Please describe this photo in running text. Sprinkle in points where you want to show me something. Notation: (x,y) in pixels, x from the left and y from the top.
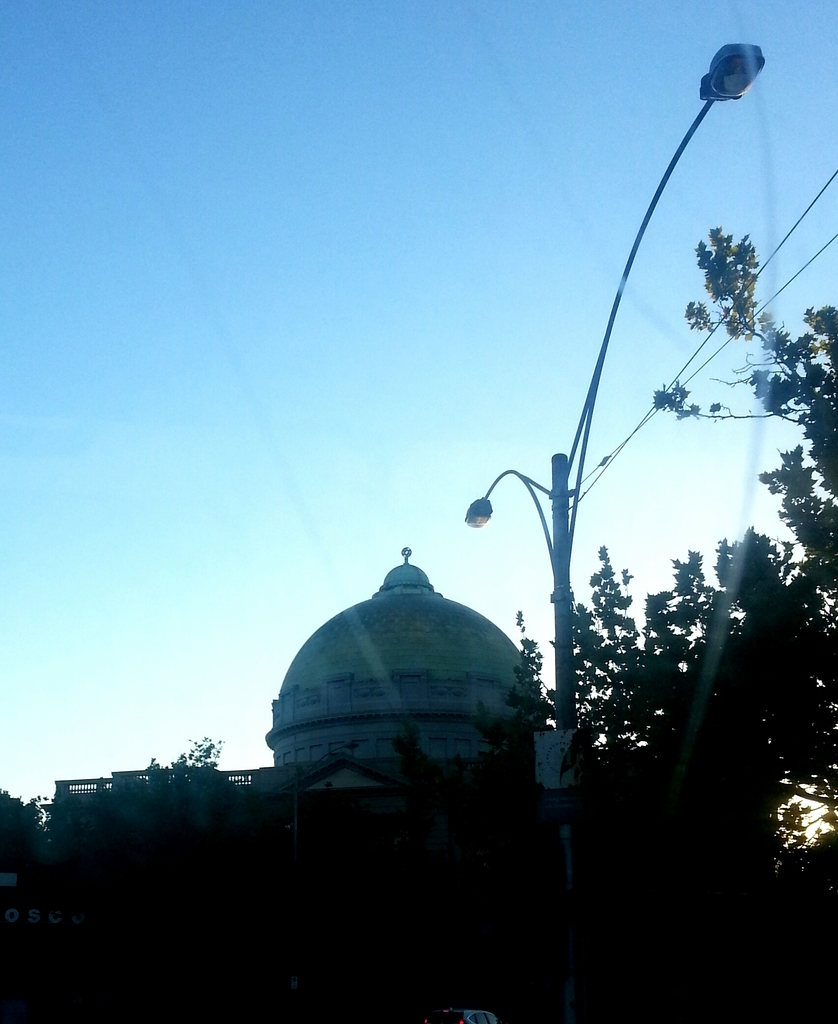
In the center of the image (526,478) there is a light pole (729,62). In the background of the image (367,676) there is building (359,669) and sky (262,575). There are trees (832,687).
